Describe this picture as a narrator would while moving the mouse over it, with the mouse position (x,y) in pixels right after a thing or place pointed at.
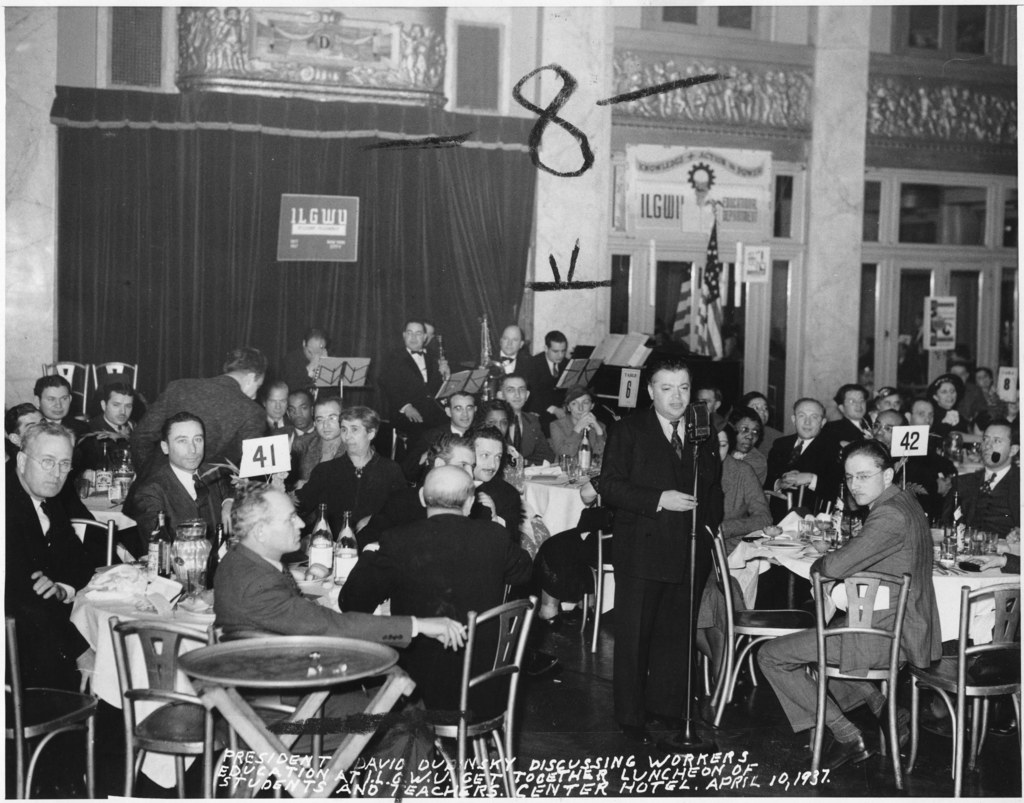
This is a black and white picture. Here we can see some persons (474,470) are sitting on the chairs (904,607). These are the tables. On the table (335,603) there are bottles (317,551), jars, and plates (555,471). This is floor (585,744). Here we can see a man (641,454) who is talking on the mike (696,424). On the background (411,251) there is a curtain (272,114) and this is board (334,222). There is a door (750,290) and this is pillar (850,170).
